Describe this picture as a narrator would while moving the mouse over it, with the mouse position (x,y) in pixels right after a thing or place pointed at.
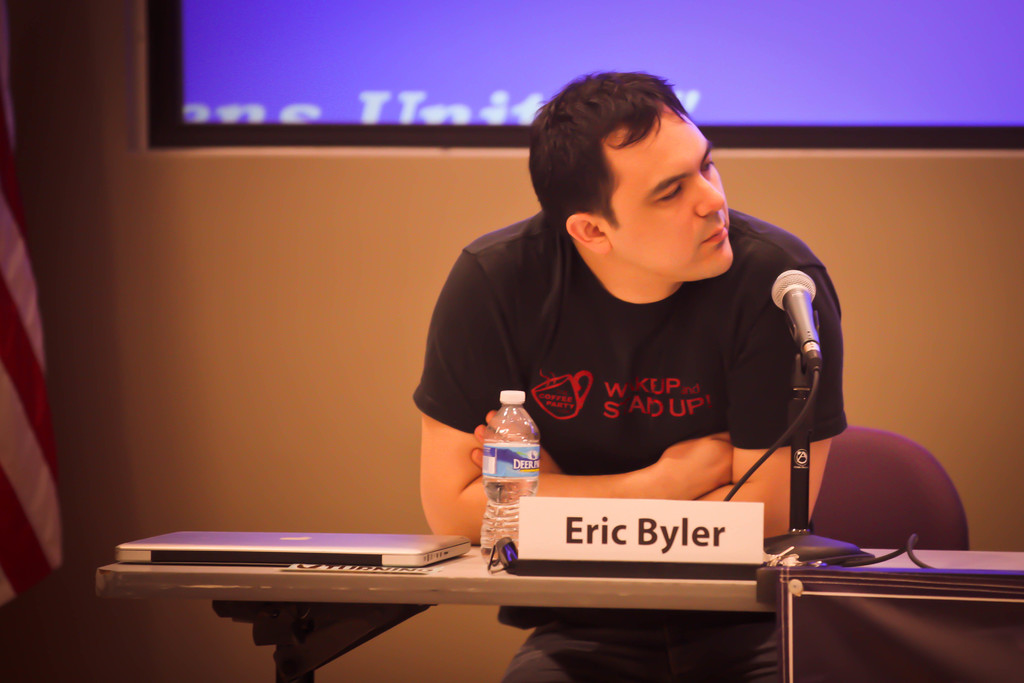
In this picture we can see a man (736,407), he is seated on the chair (887,451), in front of him we can see a microphone (789,316), laptop (356,549), bottle (519,441) and name board (709,563) on the table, in the background (294,81) we can see a flag (31,508) and a projector screen (269,97).
